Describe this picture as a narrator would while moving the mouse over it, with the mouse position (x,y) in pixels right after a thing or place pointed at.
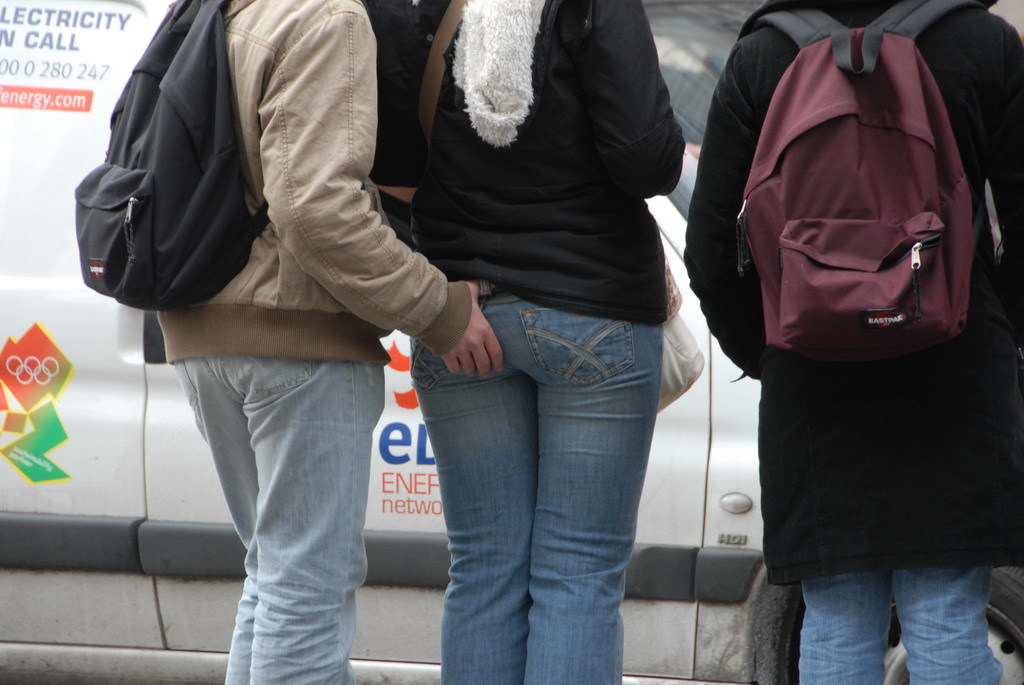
In this image i can see three persons (513,217) standing, the person (345,217) at left (332,136) wearing cream shirt (321,144) and jean (298,447) wearing black bag (205,249) the person (1000,88) at right (1016,113) wearing black shirt (982,105) and jeans (952,657) wearing maroon bag (896,333) at the back ground (124,519) i can see a car (127,379). A person (489,204) standing in the middle (551,271) wearing black shirt (525,232) and jeans (607,386) there are few things (40,101) written on the car (51,73).
